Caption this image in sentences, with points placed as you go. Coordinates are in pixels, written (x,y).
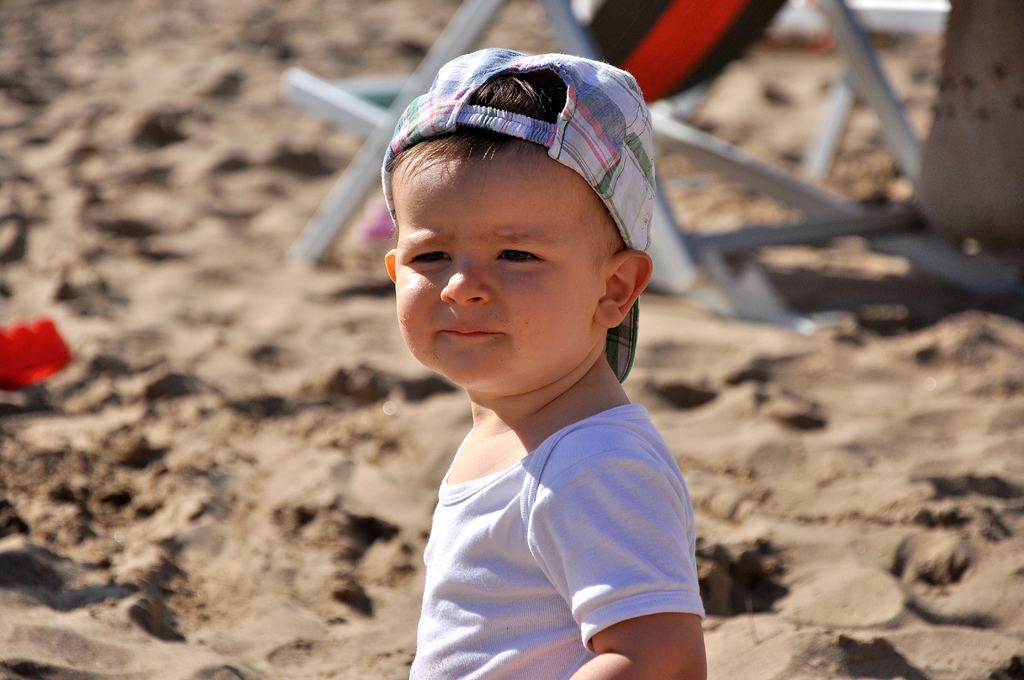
In this image I can see a child (533,385) wearing white t shirt (549,506) and cap (612,100). In the background (20,278) I can see a chair (696,17) which is white, black and red in color on the sand (367,250) and a red colored object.
